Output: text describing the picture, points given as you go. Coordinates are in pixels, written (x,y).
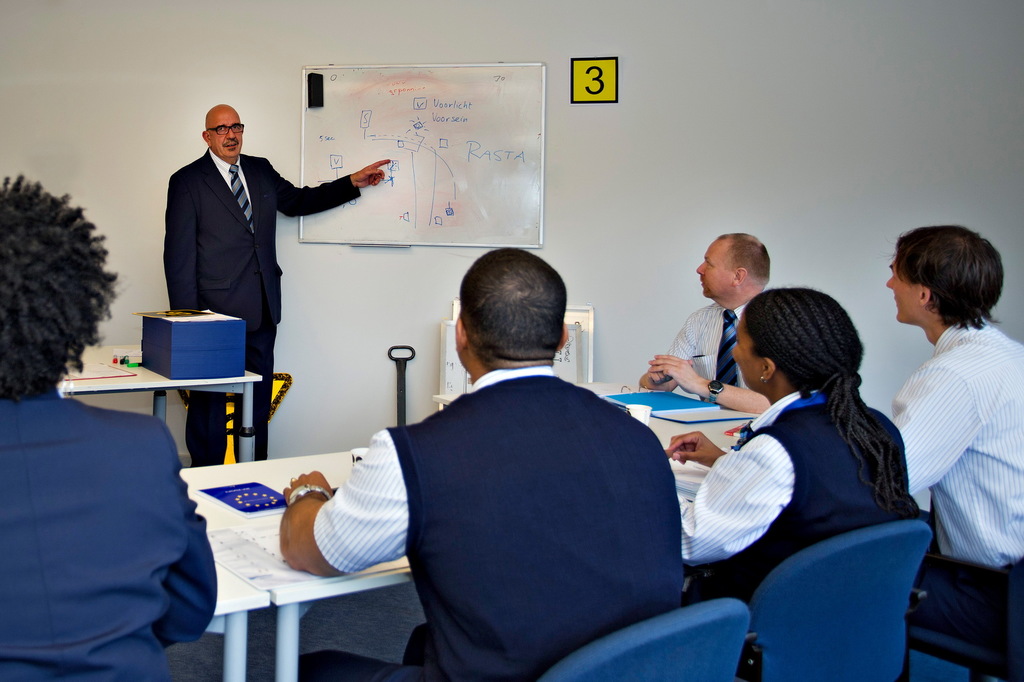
The image is inside the room (354,610). In the image there are group of people (947,440) sitting on chair (789,617) in front of a table (275,483), on table (252,592) we can see paper (252,561), book (256,504), glass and a file (692,414). On left side (210,144) there is a man (225,205) standing we can also see white color board (362,133) in which it is written something, in background (335,24) there is a wall (745,43) which is in white color.
